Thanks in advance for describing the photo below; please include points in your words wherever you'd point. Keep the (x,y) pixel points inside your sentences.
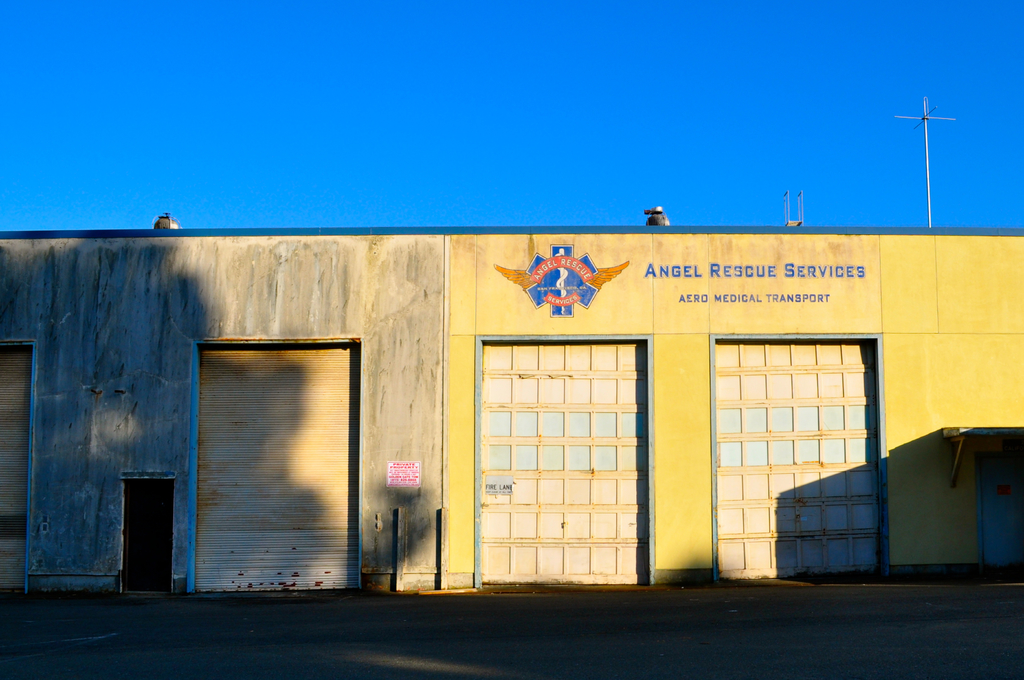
In this picture we can see text (746,289) on the house (882,278), and we can see few shutters (304,556), in the background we can find few poles (796,223).
